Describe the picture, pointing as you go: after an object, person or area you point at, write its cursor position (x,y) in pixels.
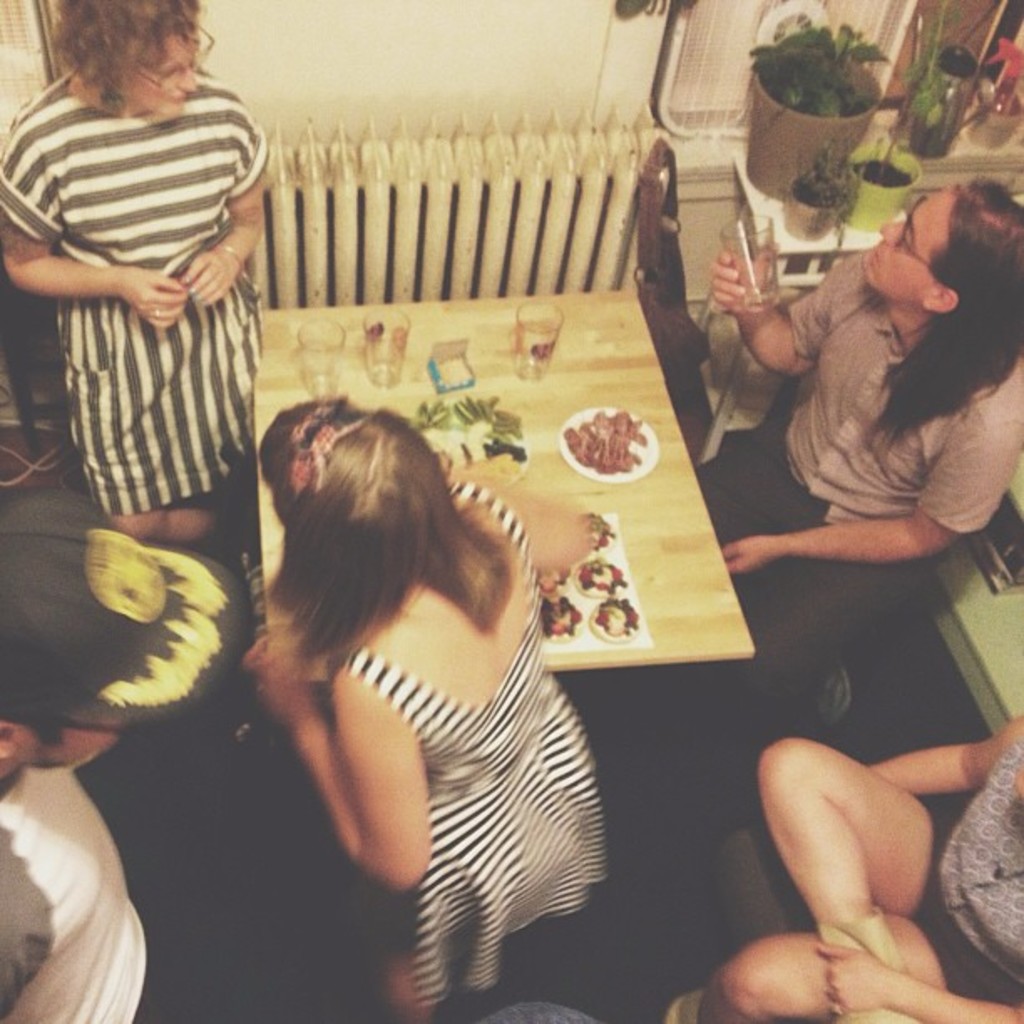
The image is taken in the room (720,333). In the center of the image (489,379) there is a table (570,393). There are glasses (529,376), plates (612,473) and food (627,622) placed on the table (706,649). On the right (713,465) there are people (935,948) sitting. In the center (348,417) there is a lady (412,638) standing, beside her there is another lady (164,374). On the left (93,509) there is a man (124,690). In the background (393,90) there are plants (803,201), glass (925,129), bench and a wall (443,114).
